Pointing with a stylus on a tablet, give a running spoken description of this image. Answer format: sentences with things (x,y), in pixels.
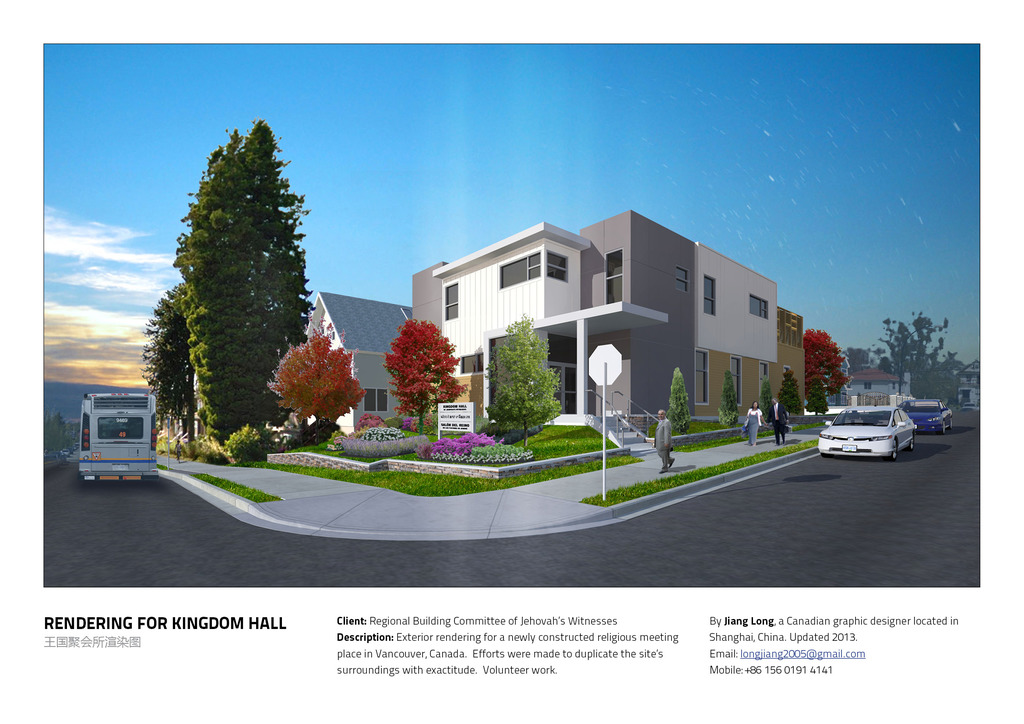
In this picture I can see the trees (405,361) and buildings (586,397) in the middle (570,387), there are vehicles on either side of this image, on the right side (780,428) few persons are walking. At the top (619,120) there is the sky (628,123), at the bottom (506,655) there is the text (478,651). It is an animation.
